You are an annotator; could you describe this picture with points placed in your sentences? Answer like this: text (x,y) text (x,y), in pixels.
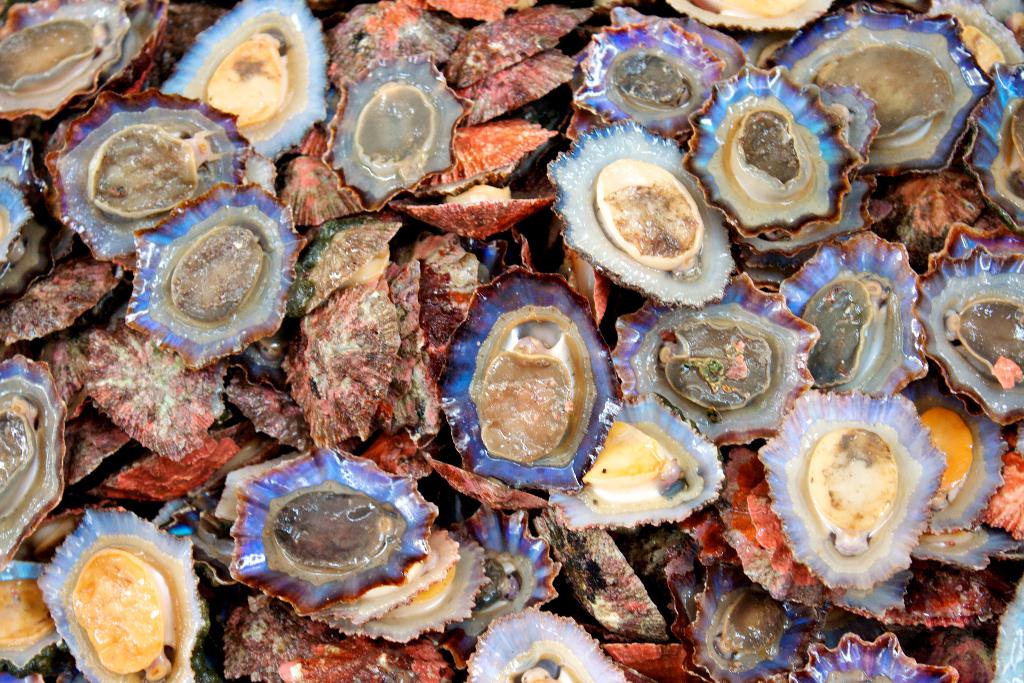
In this picture we can see many shells (332,385) with limpets (574,377) in it.
